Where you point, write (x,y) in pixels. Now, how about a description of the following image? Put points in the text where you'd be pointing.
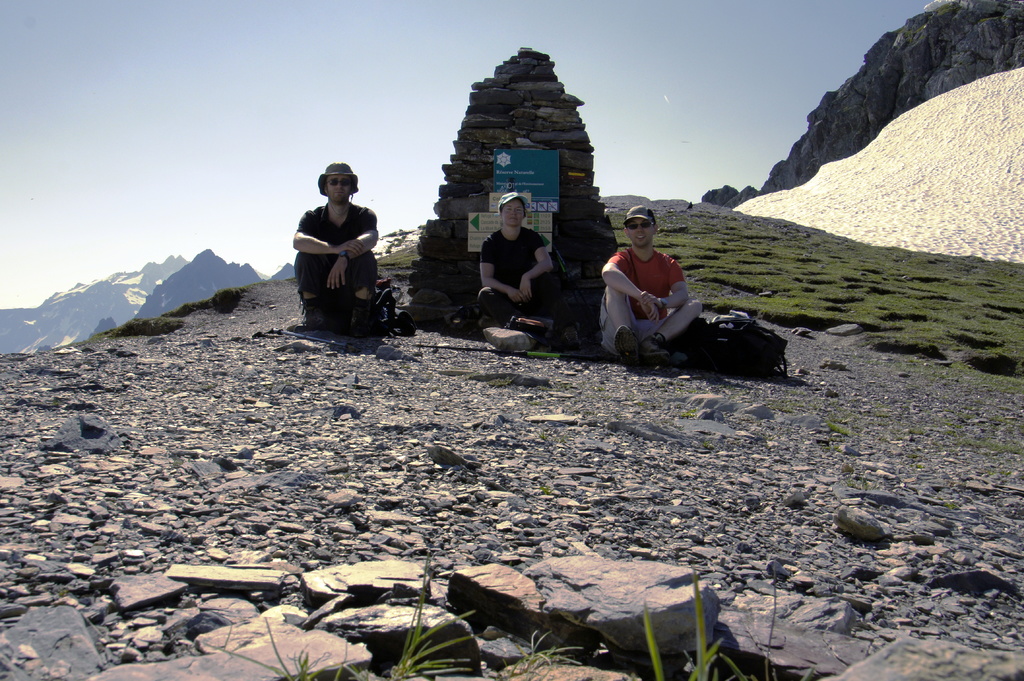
In this image, we can see three persons (498,311) sitting, there is grass (812,292) on the ground (827,292) at some area, there is a mountain (854,153), at the top (621,71) there is a sky (281,42) which is clear.
